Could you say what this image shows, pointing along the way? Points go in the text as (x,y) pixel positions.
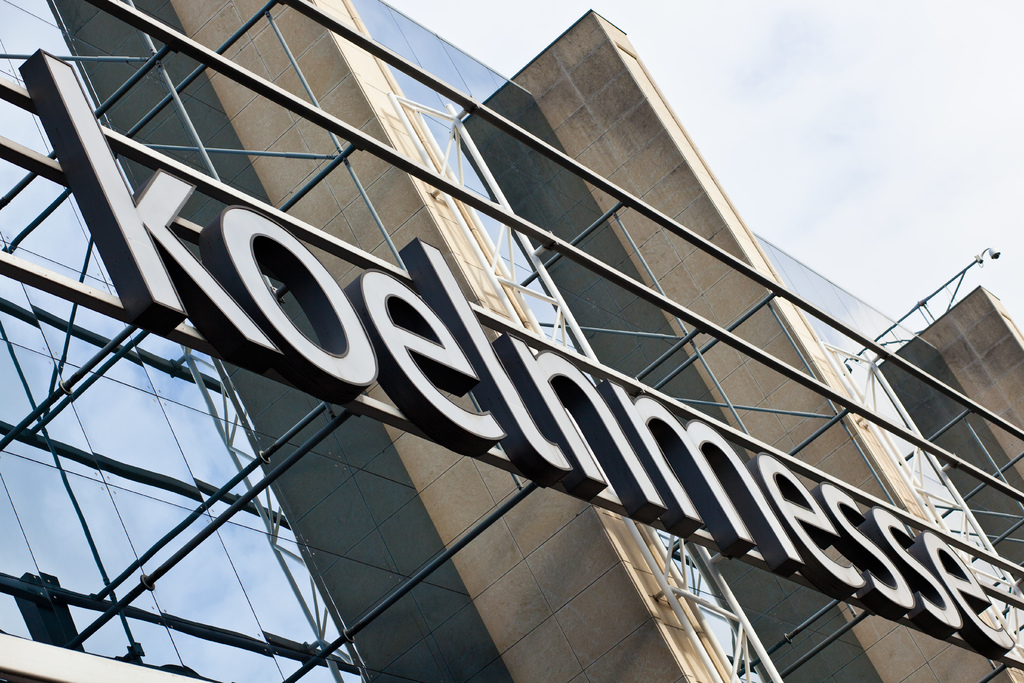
As we can see in the image there are buildings (285,512), light (996,255) and on the top (873,52) there is sky (606,10).
